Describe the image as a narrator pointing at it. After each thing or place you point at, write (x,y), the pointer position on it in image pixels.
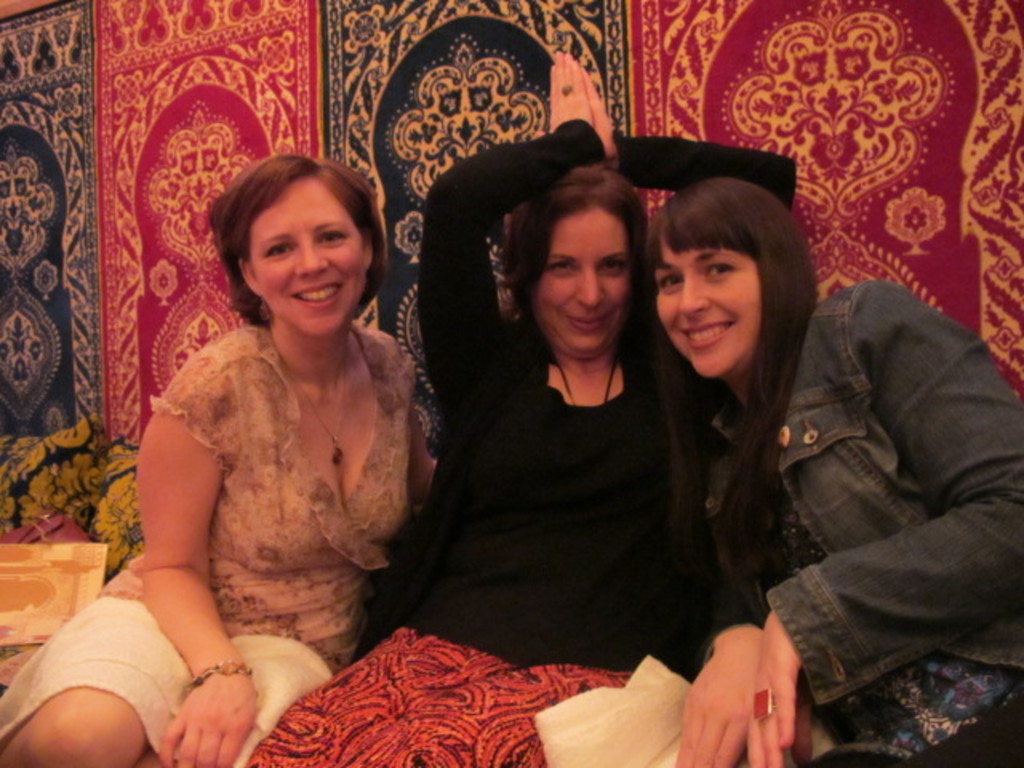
As we can see in the picture that three women (517,445) are sitting and posing for the photo. The right side women (820,471) wore a ring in her finger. The left side women (215,467) wore bracelet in her hand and necklace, she is having a short hair (257,185) and the right women (768,314) is having long hair (772,360).
